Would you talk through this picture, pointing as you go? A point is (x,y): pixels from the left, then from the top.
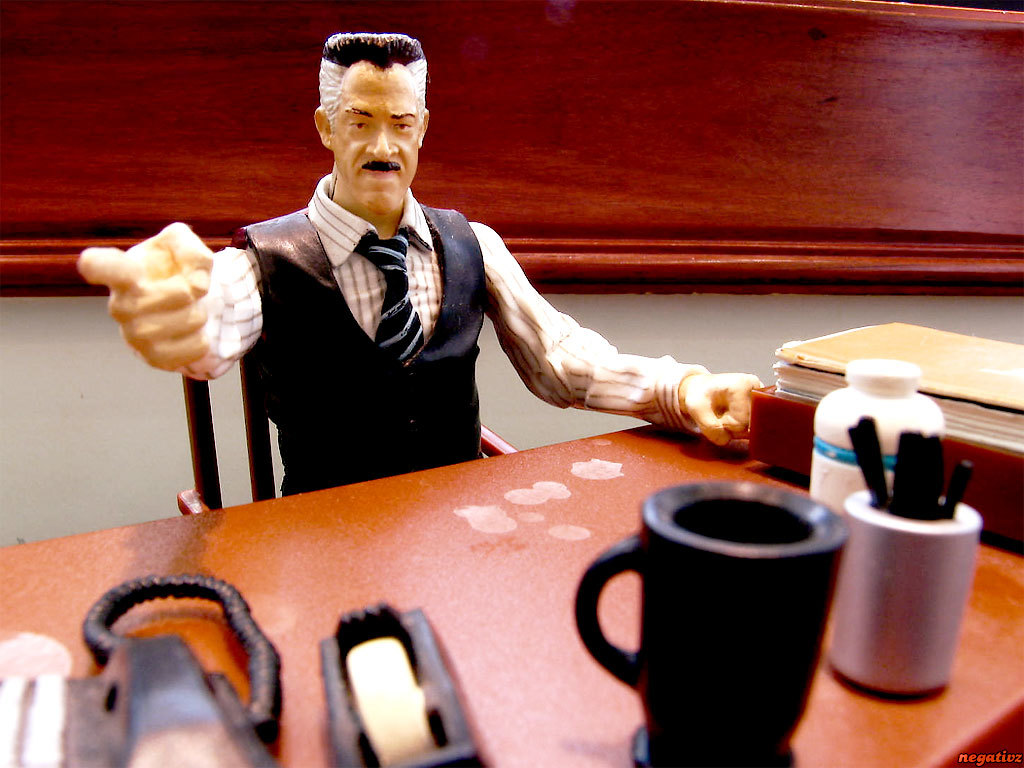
In the middle of the image (416,438) a man (106,271) is sitting on a chair (201,427). In front of him there is a table (304,757) on the table (25,596) there is a cup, pens (906,501) and pen holder (865,521), bottle (899,396), books (959,372) and there are some products (86,760) on the table (409,502). Behind him there is a wall (494,68).
